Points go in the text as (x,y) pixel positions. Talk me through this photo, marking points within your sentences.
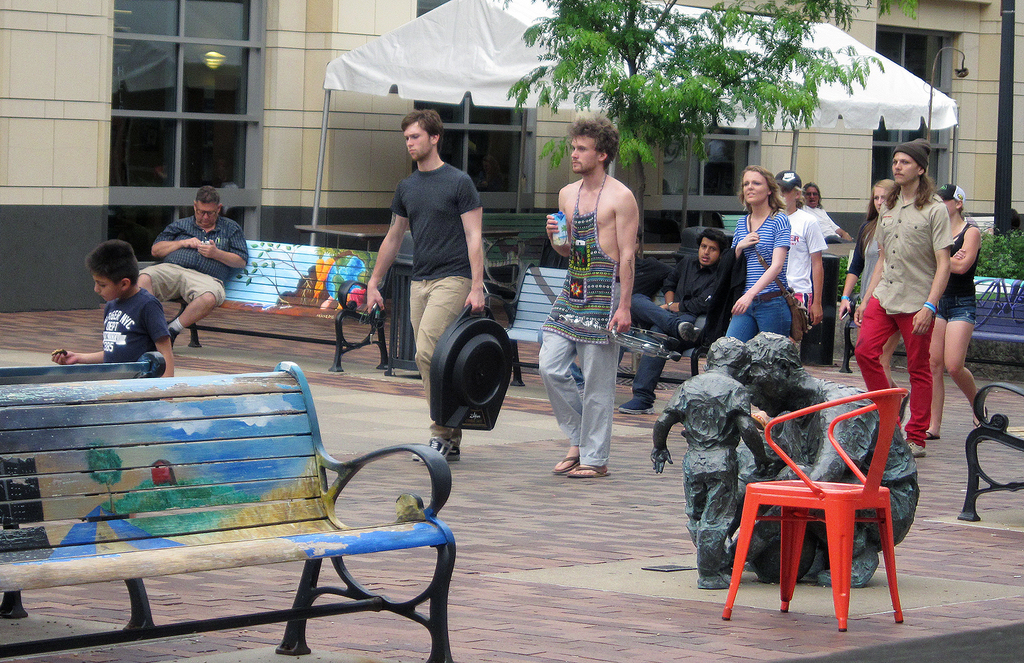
In this image i can see there are group of people (118,305) among them few are sitting on a bench (253,279) and other are walking on the ground (378,409). I can also see there is a building (307,70) and a tree (698,64).
